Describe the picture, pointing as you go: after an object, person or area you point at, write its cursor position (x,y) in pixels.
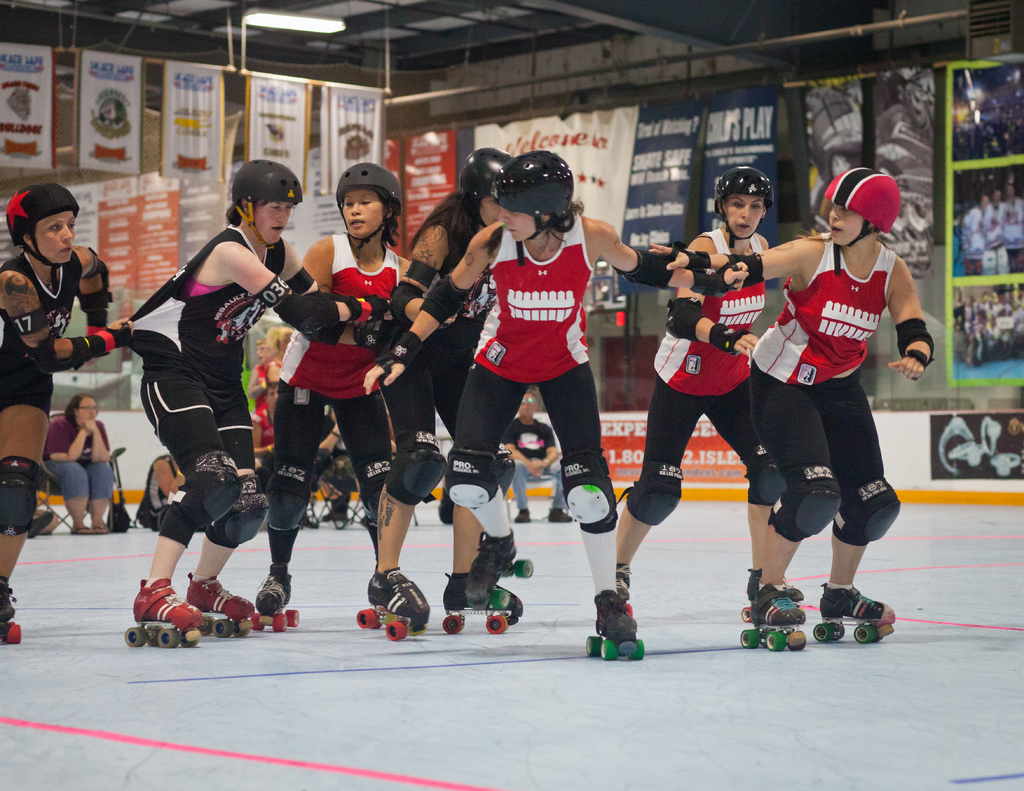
In this image, we can see people (235,404) wearing clothes (822,316). There are some people (246,423) skating on the floor (198,649). There are banners (602,153) in the middle of the image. There is a light (264,14) at the top of the image (293,10).
